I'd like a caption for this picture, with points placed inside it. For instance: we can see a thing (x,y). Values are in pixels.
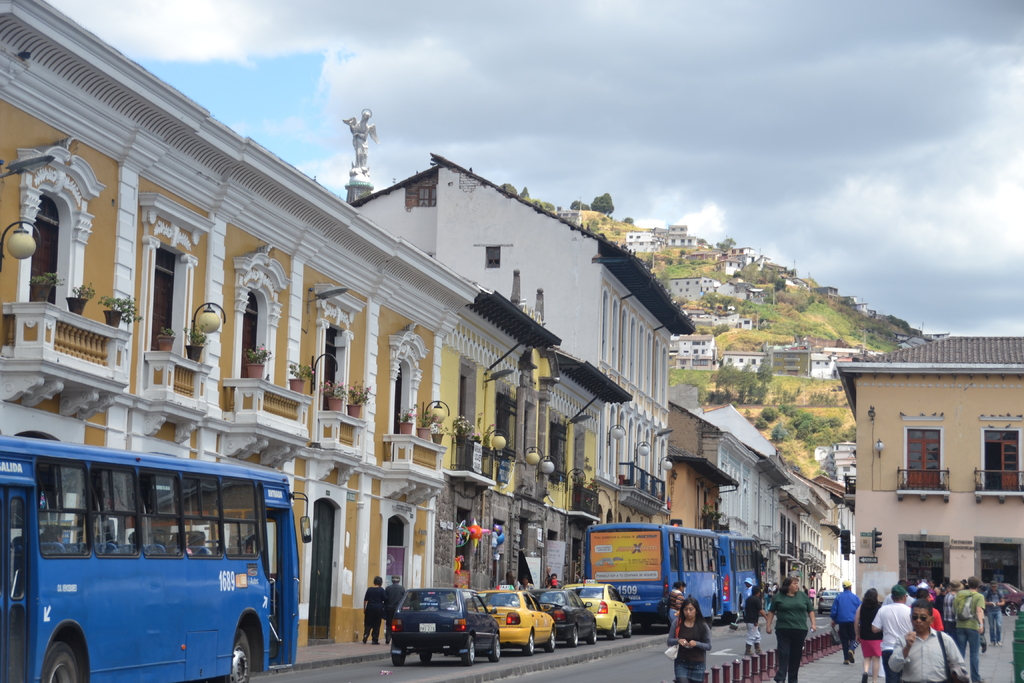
In this image we can see the buildings (890,493). On the buildings (538,411) we can see the house plants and lights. In front of the buildings (586,459) we can see the vehicles (623,581) and persons (779,650). In the background (805,422), we can see a hill (814,327). On the hill (839,432) we can see few houses (687,351), plants (794,405) and trees (792,418). At the top (711,164) we can see the sky (647,164).
